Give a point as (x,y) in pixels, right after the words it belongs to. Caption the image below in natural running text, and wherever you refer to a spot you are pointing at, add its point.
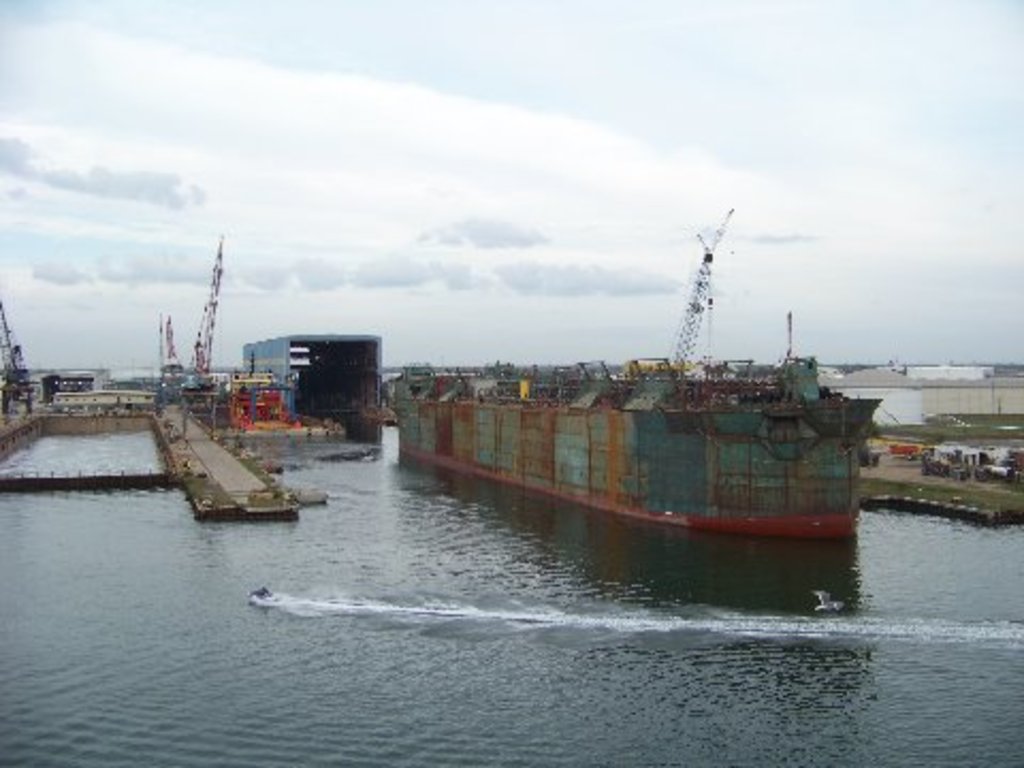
There is a ship (515,434) on the water (444,629) on which, there are boats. In the background (1005,410), there are buildings (346,374), grass (975,425) and other objects (972,460) on the ground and there are clouds (328,121) in the sky (136,228).
